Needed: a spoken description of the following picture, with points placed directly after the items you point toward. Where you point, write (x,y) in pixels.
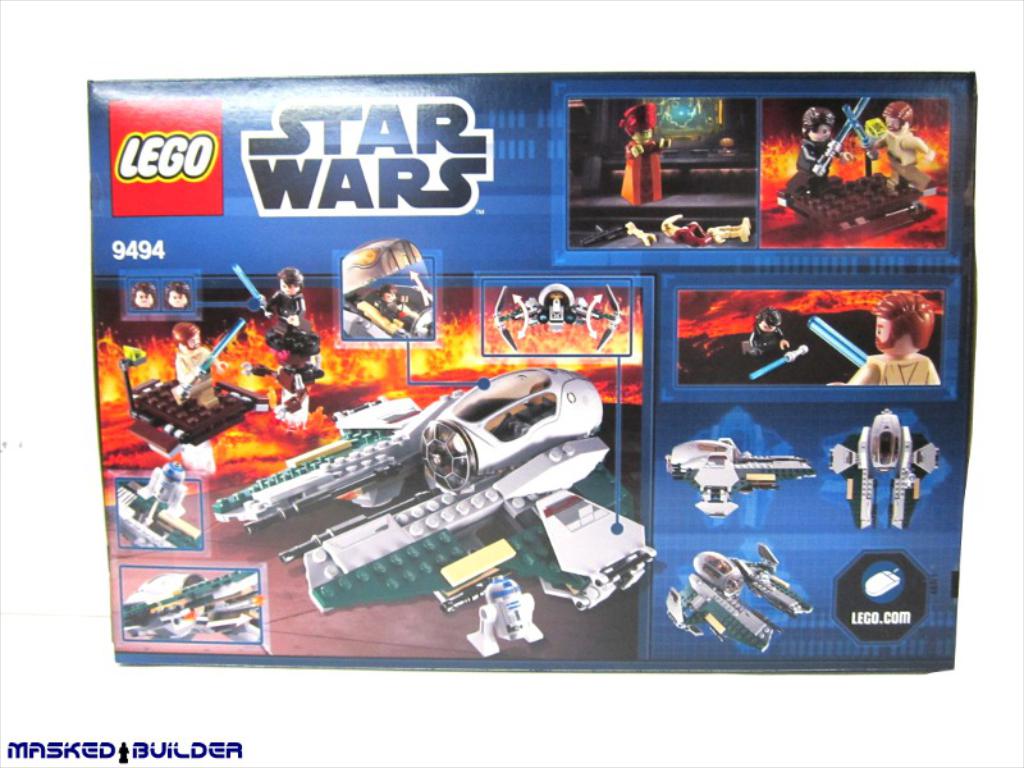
In the picture I can see an object (353,502) which has photos (457,540) of toys (395,403) and something written on the image. On the bottom left side of the image (156,746) I can see something written on the image. The background of the image (42,721) is white in color.
